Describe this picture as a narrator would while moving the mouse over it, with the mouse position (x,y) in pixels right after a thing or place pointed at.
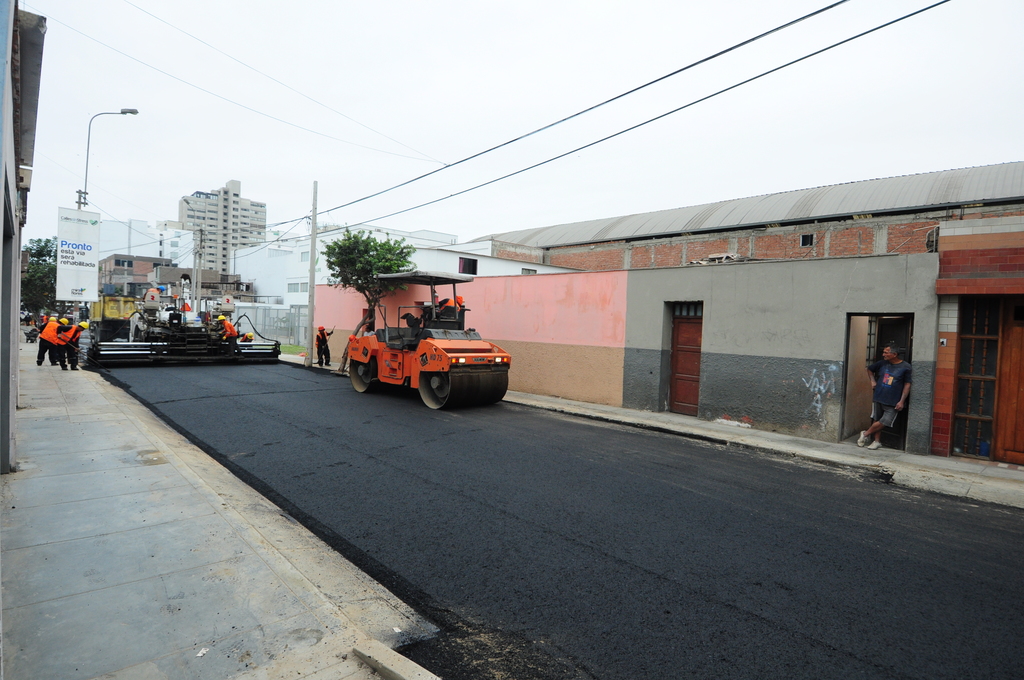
In the center of the image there are people (54,337) laying road (607,465). There is a building (333,341). There are electric wires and poles (309,333). There is a street light (123,112).
